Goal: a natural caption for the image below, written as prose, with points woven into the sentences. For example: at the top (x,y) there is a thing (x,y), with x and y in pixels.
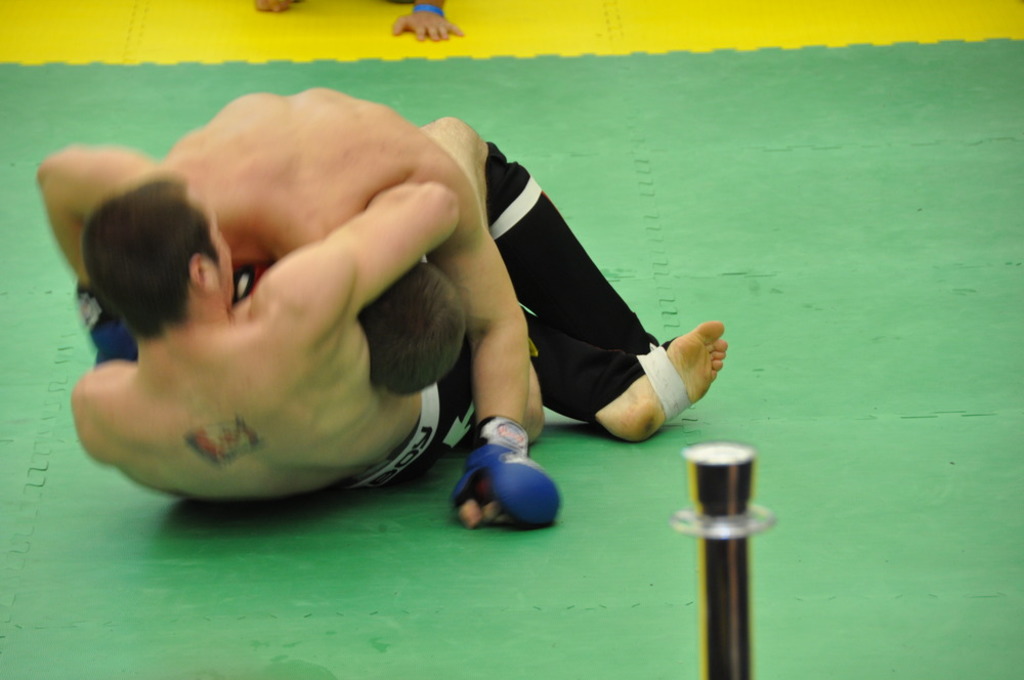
In this image there are two men (232,313) who are boxing with each other by rolling on the floor (362,513) without the shirts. At the bottom (703,589) there is a pole (726,499). In the background (436,14) there are hands (435,32) which are kept on the mat (531,60).
